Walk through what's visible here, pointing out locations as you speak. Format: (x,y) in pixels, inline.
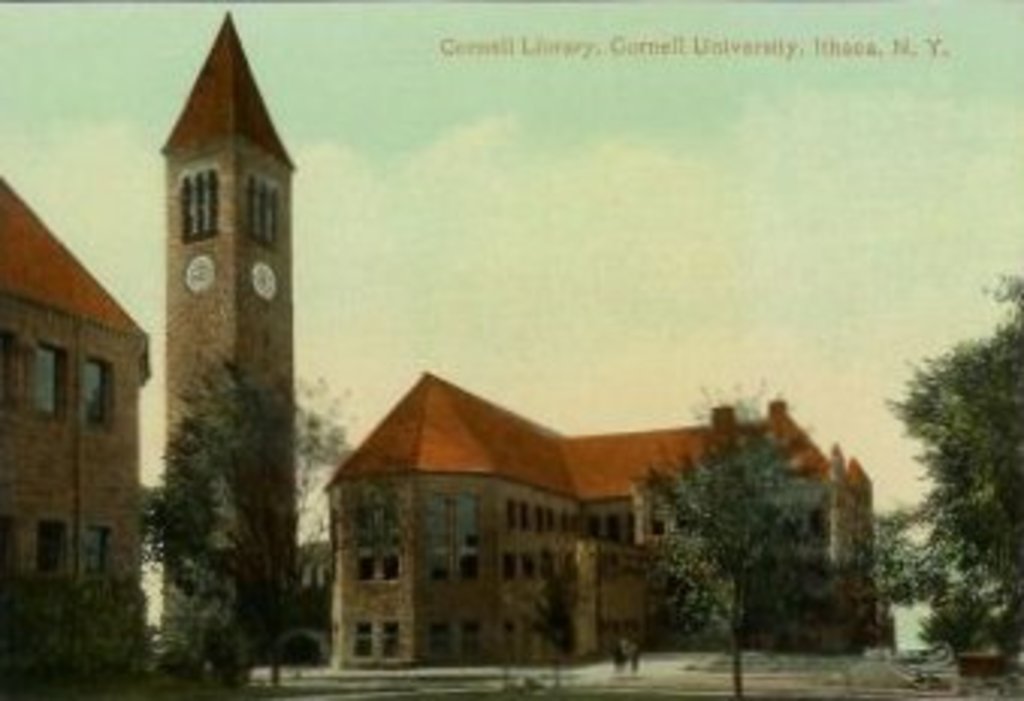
In this image I can see buildings (352,586), trees (238,572), clock tower (284,602), windows (529,562) and two persons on the road (683,661). In the background (838,309) I can see the sky (693,291) and a text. This image looks like an edited photo.
